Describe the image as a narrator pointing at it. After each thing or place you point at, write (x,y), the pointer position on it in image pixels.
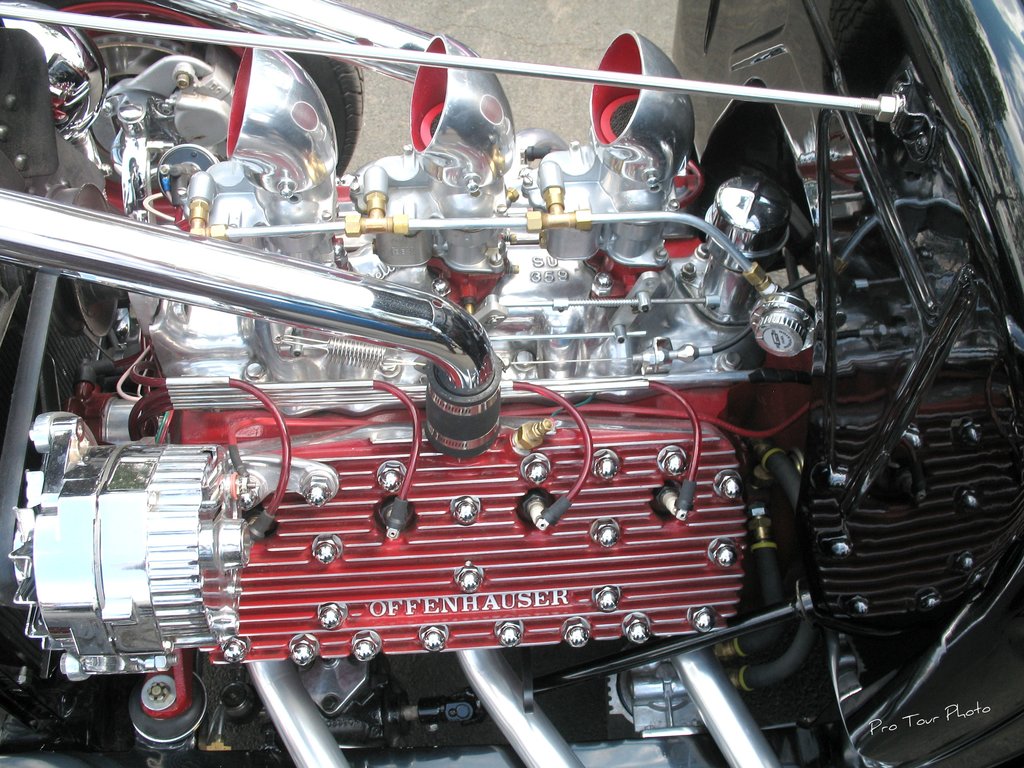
In this image, we can see front side (277,242) of a vehicle (767,243). In the background (533,59), we can see the ground (546,51).
